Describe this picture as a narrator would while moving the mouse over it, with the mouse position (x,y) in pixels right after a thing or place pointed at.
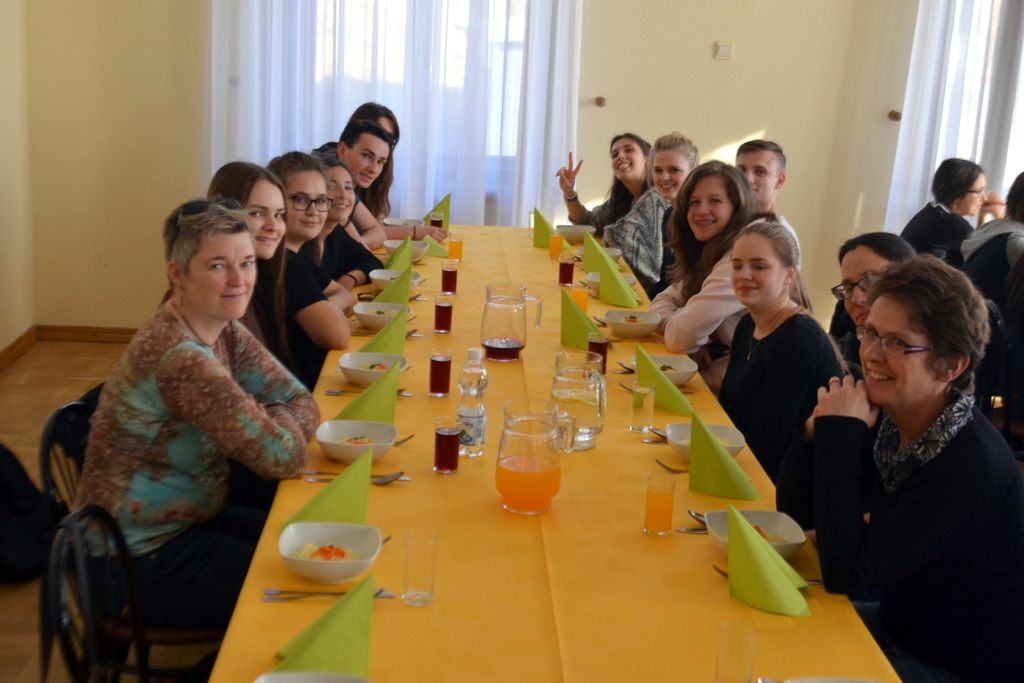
In this image I see number of persons (964,645), sitting on the chairs (105,674) and most of them are smiling and I can also see there is a table (273,611) in front (284,586) and there are few things (280,600) on it. In the background (935,114) I see the wall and the curtains (555,6).
